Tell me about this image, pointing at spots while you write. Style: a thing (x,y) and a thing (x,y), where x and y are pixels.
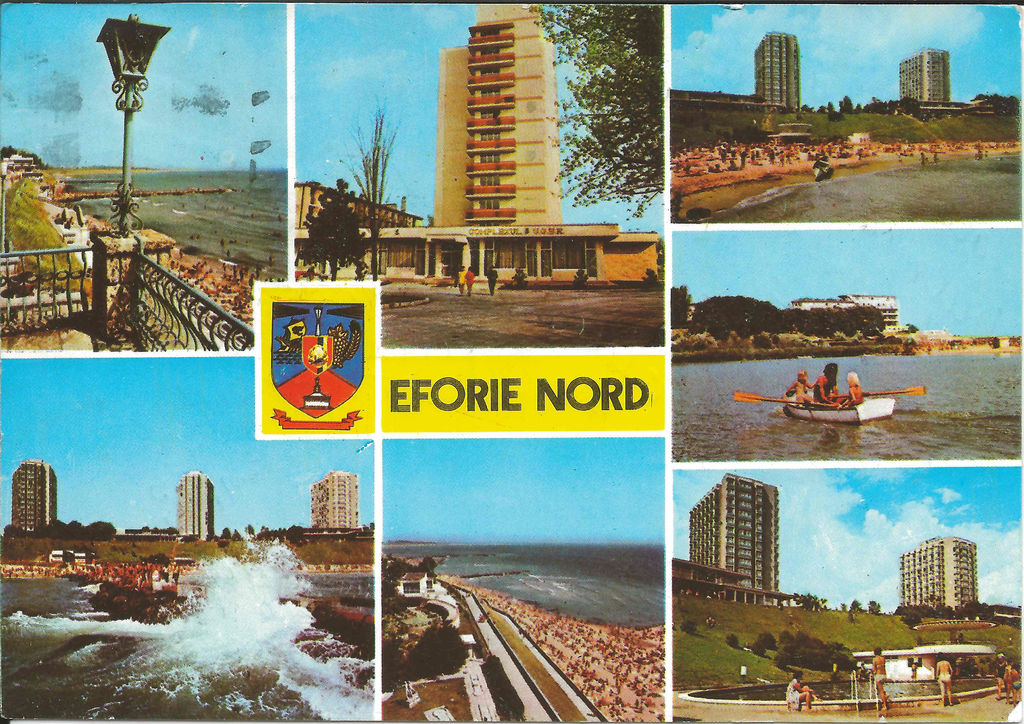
This image is a collage image. Here we have seven pictures (425,177) in one image. In this images we have buildings (505,207) and the sea (454,572) and there is a road (543,662) on the bottom of this image (520,667) and there is a fountain (844,691) on the bottom right corner of this image (816,677), and there is a text (610,393) with some logo (345,381) in middle of this image (512,422).
